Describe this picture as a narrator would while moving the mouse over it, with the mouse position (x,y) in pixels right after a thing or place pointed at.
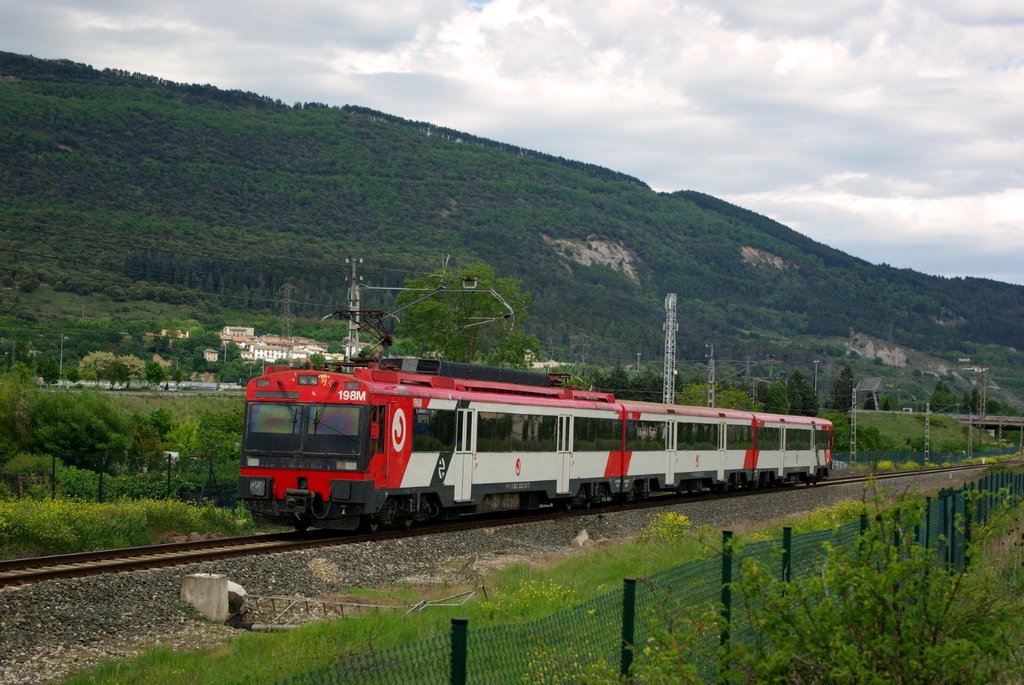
A train (400,459) is present on a railway track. There is a fencing (381,671). There are trees (924,566), transformers (356,280), buildings (276,339) and hills (561,246).
